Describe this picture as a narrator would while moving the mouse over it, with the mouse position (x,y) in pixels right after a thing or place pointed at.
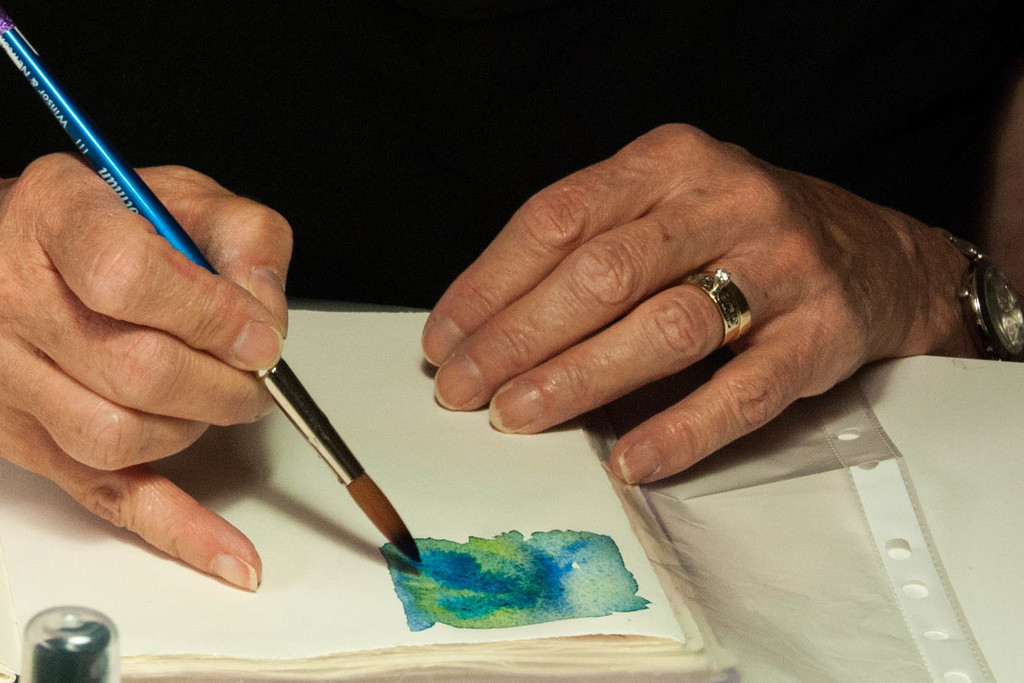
In this image we can see the human hand (172,255) holding the paint brush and there are papers (492,560) on the table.
